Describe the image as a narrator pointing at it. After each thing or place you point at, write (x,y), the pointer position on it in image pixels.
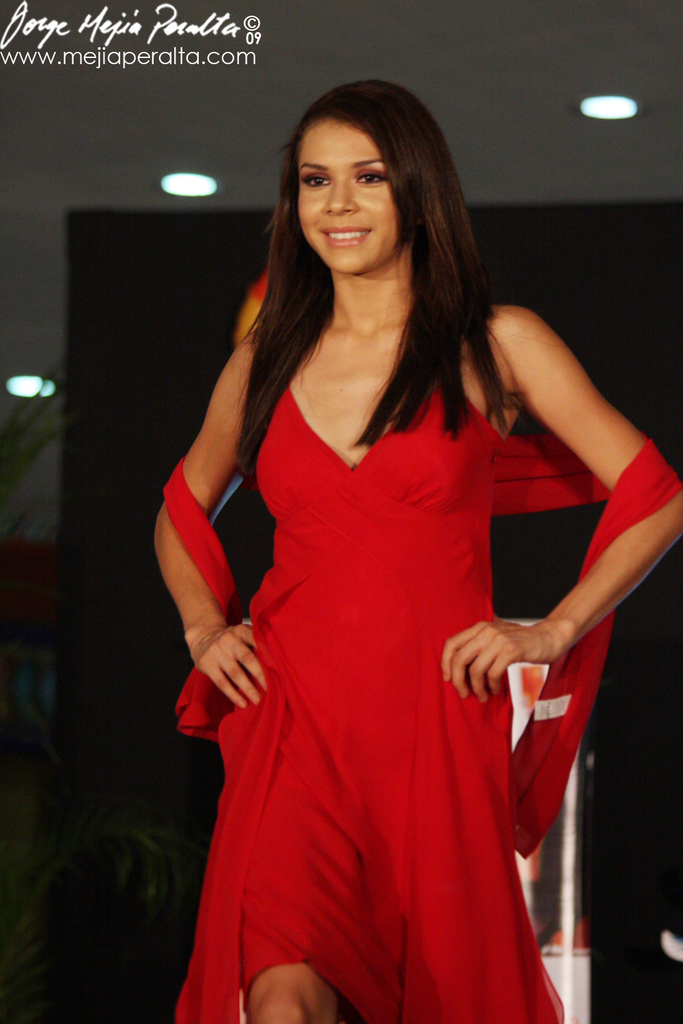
In this image we can see a woman (340,697). In the back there are lights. Also there is a watermark (114,62) in the top left corner (62,48).
